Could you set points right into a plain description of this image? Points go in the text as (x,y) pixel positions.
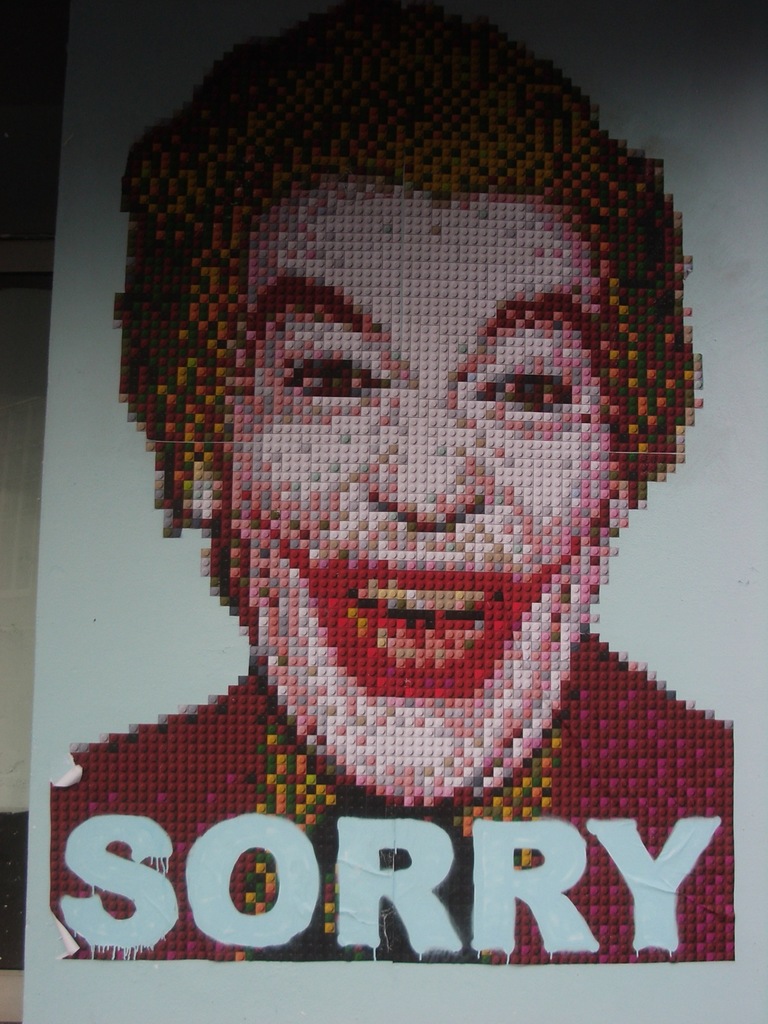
In this image we can see a board (480,707). In the center (286,485) there is a man (310,747). At the bottom (96,926) we can see a text (418,872).
